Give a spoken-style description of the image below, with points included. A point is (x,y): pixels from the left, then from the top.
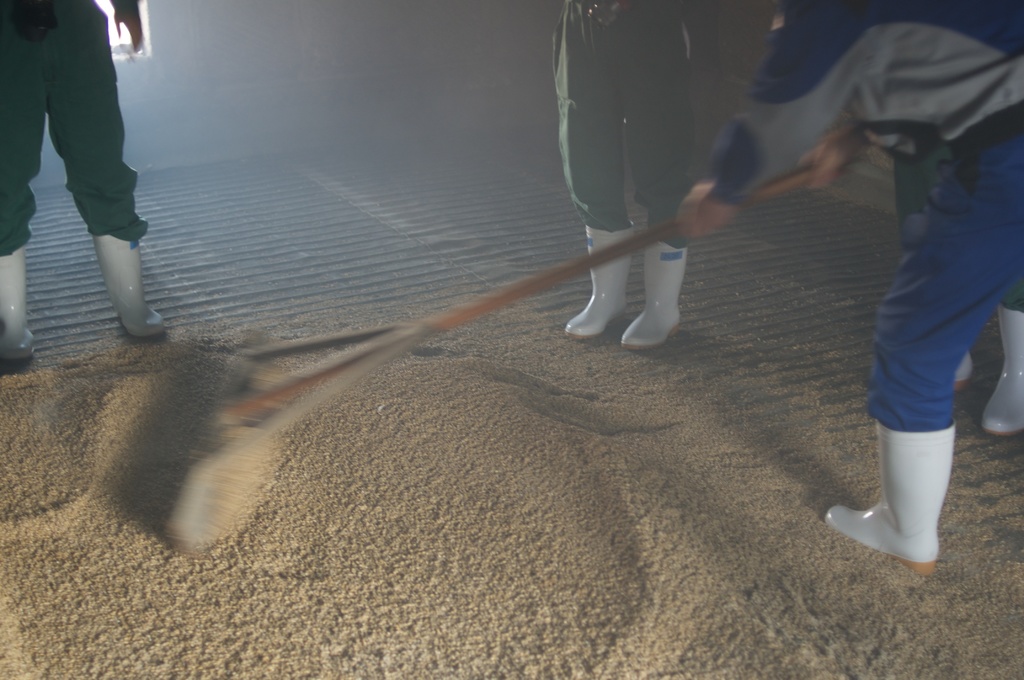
In this image we can see four persons (726,146) wearing dress (726,146) are standing. One person (931,83) is holding a stick (328,385) in his hand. In the background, we can see a window (124,35).
